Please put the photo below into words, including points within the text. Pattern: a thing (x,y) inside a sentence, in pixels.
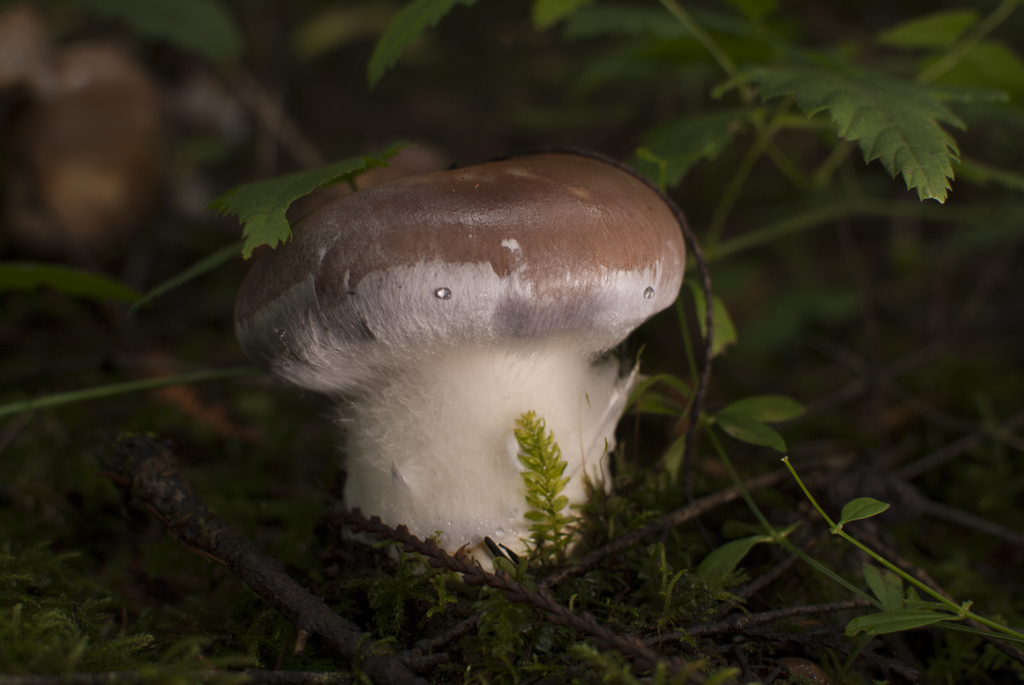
In this image we can see a mushroom (460,450). We can also see some leaves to the sticks (149,477) around it.
